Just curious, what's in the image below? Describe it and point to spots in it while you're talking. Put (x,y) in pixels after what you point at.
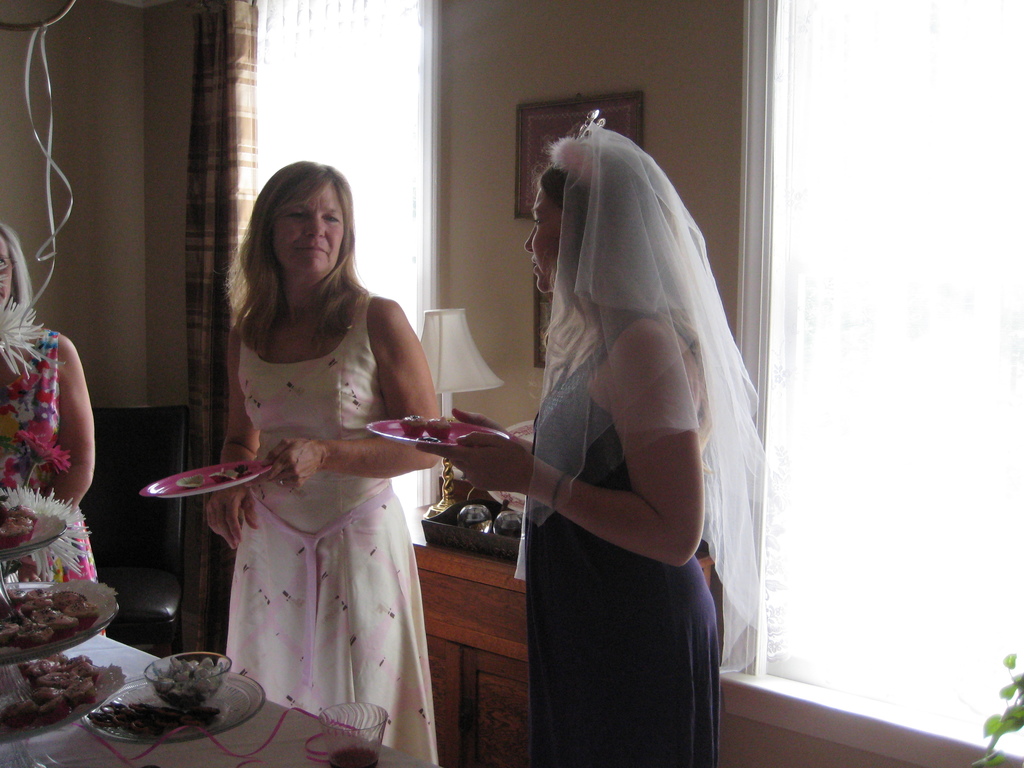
In this image there are two people (441,457) holding the plates (421,422) with food items (434,438) in it. Beside them there is another person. In front of them there is a table (182,747). On top of it there are a food items (63,637) on the plates (122,691) and a bowl (191,679). There is a glass (382,726) on the table (263,741). Behind them there is a wall (496,233). We can see the photo frames (541,366) on the wall (494,344). In front of the wall (506,330) there is a bed lamp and there are some objects (458,539). On the right side of the image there is a plant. There are curtains (965,489). In the background of the image (568,39) there is a wall (138,271). In front of the wall (129,319) there is a cabinet (481,632).
